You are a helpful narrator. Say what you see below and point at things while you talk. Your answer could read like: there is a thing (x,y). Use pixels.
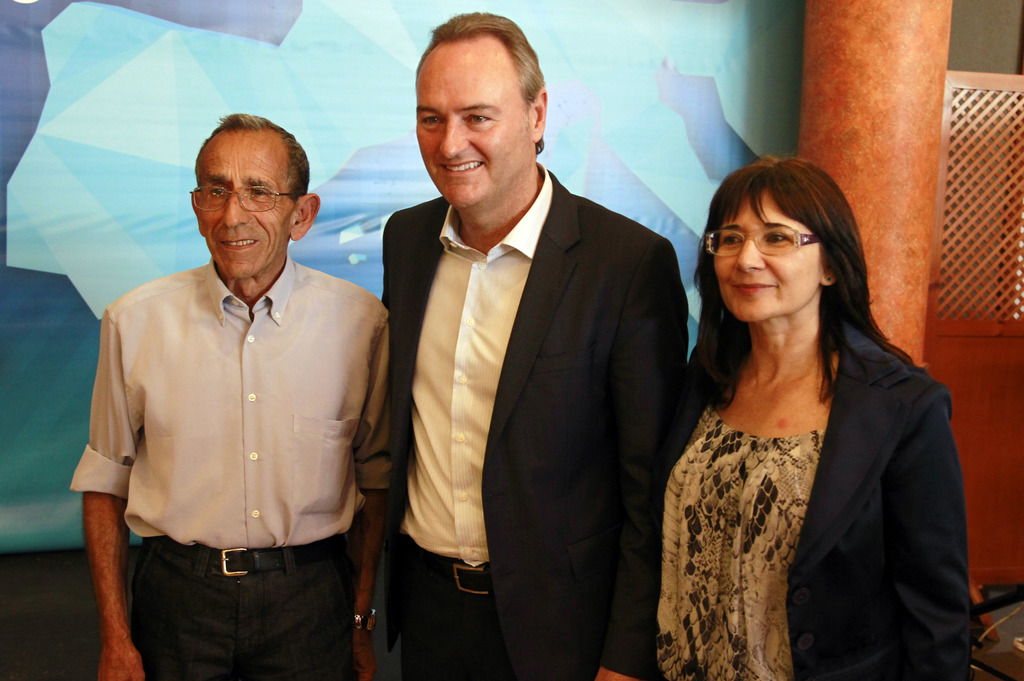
In this image I can see three people (381,396) standing and smiling. There is a banner (583,31), a pillar (871,90) and a wooden object (970,97) in the background (970,294).
